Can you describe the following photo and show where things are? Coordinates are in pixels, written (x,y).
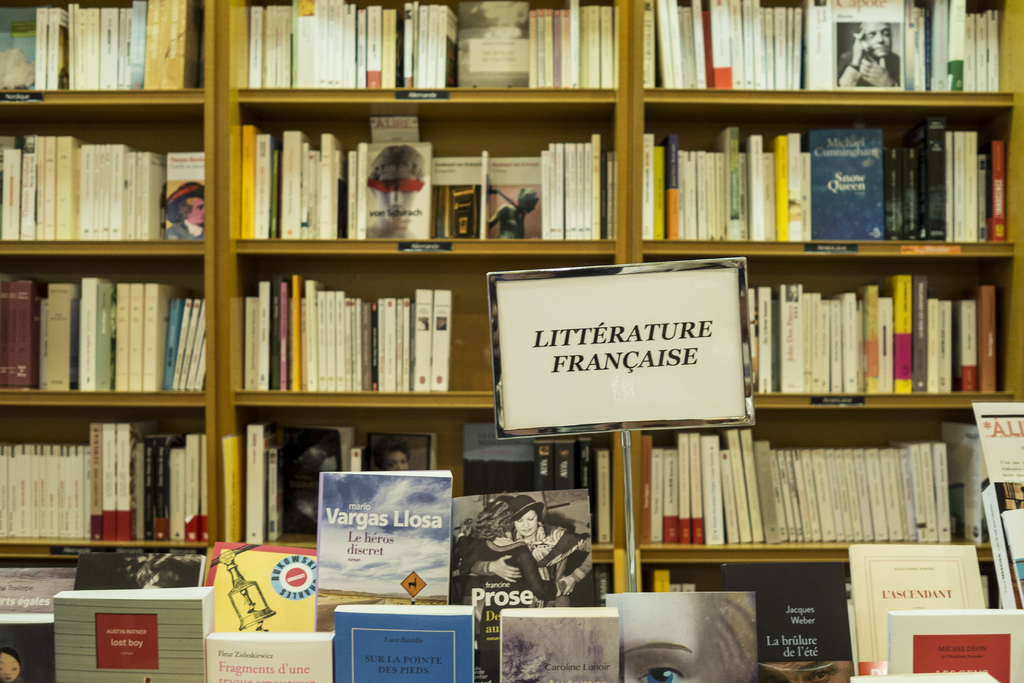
In this image we can see books (61,343) in a bookshelf (48,420). There is a board (561,354) with some text (604,370). At the bottom of the image (412,603) there are books (483,604).
